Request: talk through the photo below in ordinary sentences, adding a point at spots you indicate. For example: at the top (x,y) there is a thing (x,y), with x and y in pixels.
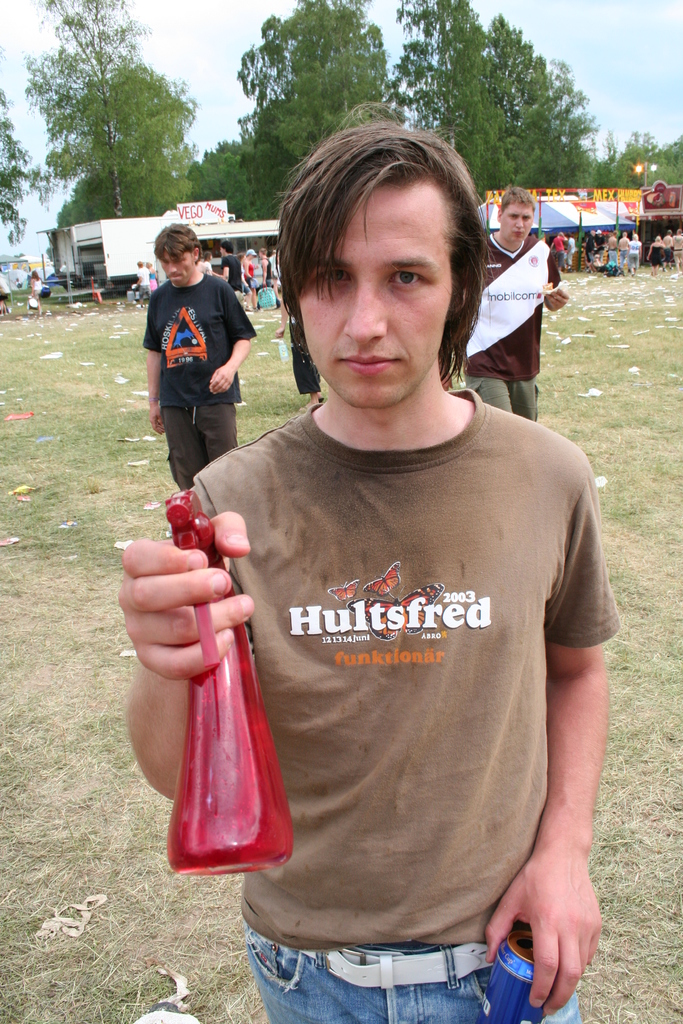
In the picture I can see a man (358,646) wearing brown color T-shirt (402,730), blue color jeans (304,993) holding some spray bottle (200,632) in his hands (191,635) and in the background of the image (243,337) there are some persons (37,288) standing, there are some stores (100,258), there are trees (549,160) and clear sky (587,35).
